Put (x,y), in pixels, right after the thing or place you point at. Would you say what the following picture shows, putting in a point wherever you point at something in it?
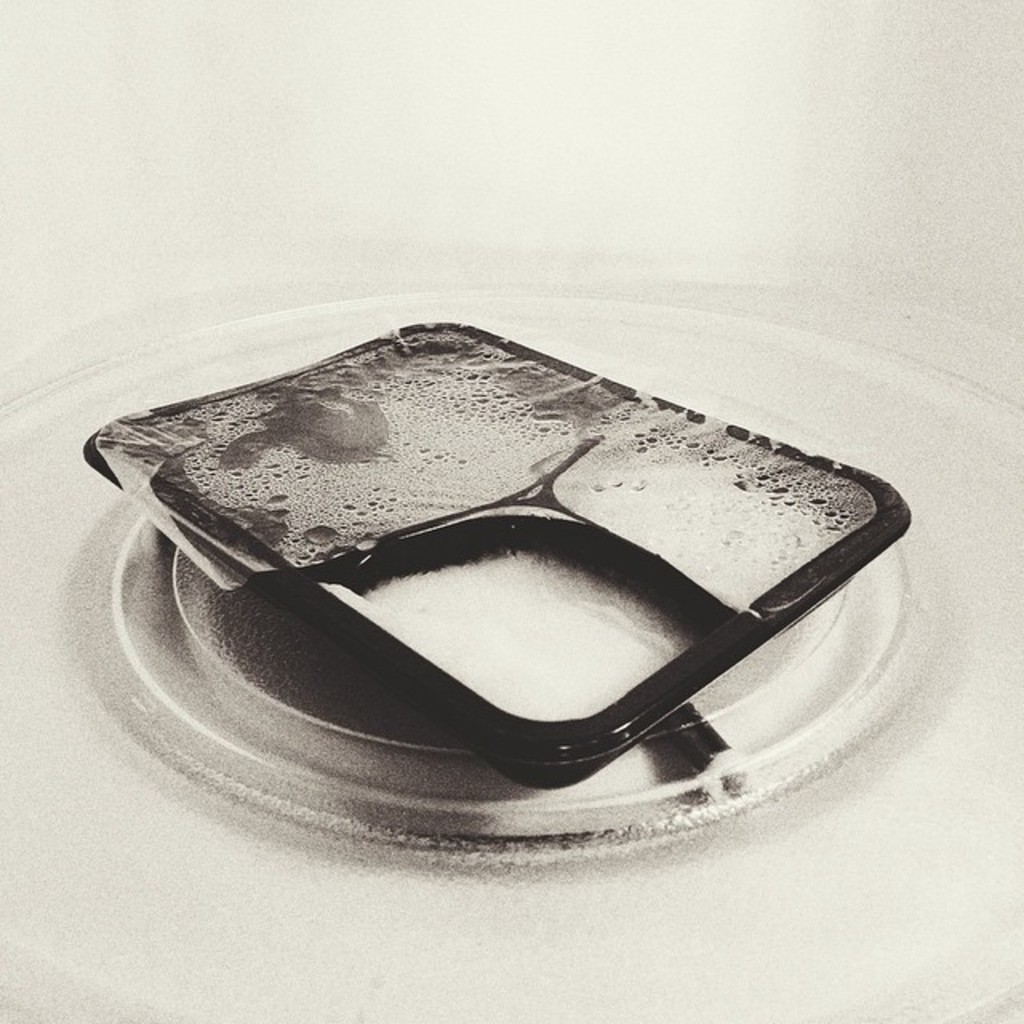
In this image we can see black and white picture. There is one black object (425,662) on white surface (398,874).
